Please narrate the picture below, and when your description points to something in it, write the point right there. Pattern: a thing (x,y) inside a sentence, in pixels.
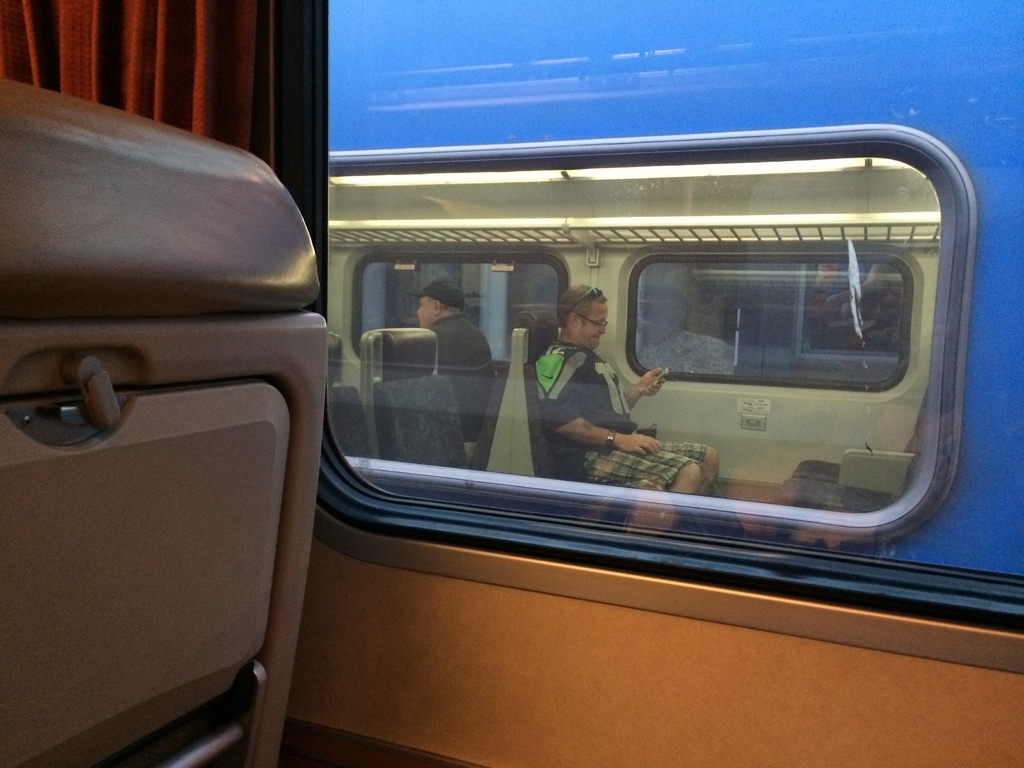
On the left side (199,481), we see the seat (199,461) of the vehicle (632,716). Beside that, we see the sheet (145,84) or the curtain (147,62) in red color. At the bottom (587,655), it is orange in color. In the middle of the picture (401,330), we see a blue color vehicle (607,105) and windows (680,357). We see two men (640,462) are riding the vehicle (689,428). The man (615,375) who is wearing the spectacles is holding a mobile phone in his hand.
